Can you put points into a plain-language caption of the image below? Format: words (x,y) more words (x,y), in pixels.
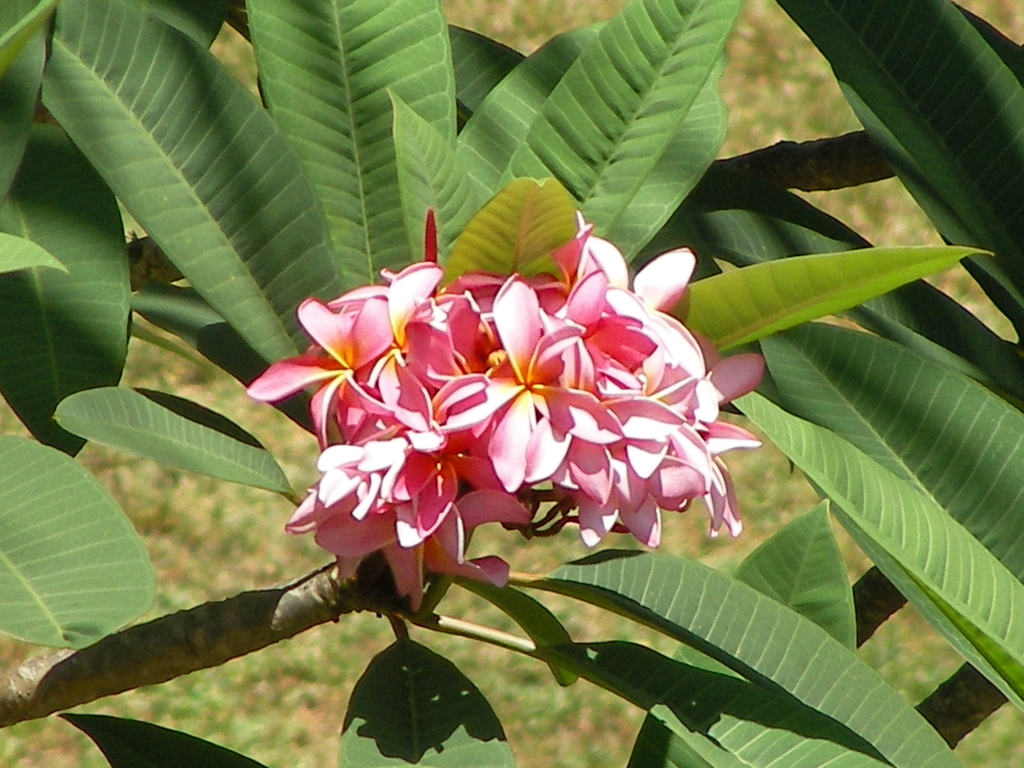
In the center of the image (407,330) we can see flowers (348,372) and leaves (48,128). In the background (218,580) there is grass (176,587).
